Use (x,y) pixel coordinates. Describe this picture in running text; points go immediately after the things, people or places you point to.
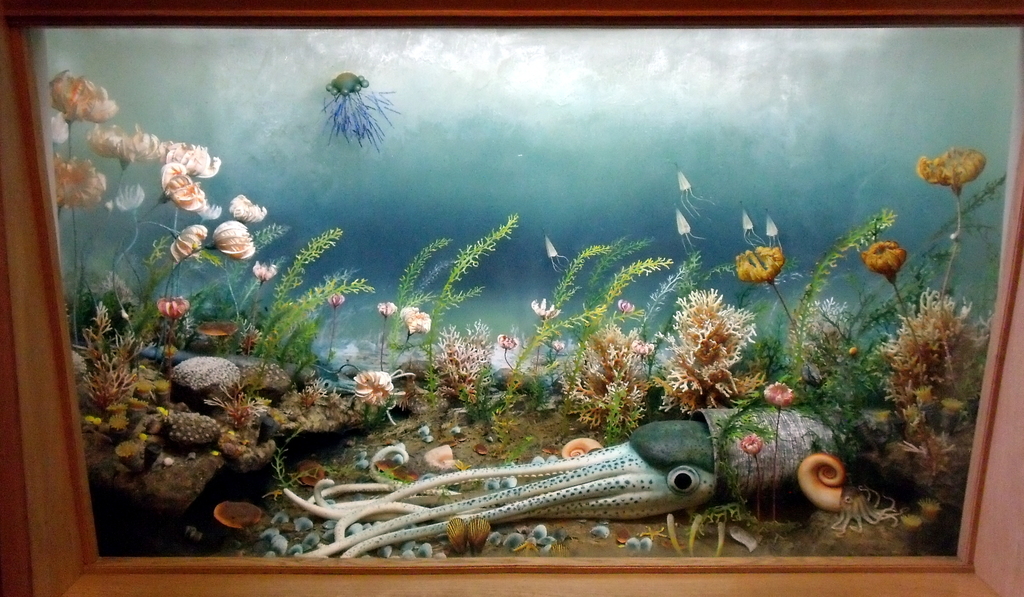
In the picture I can see the photo frame (46,315). In the photo frame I can see the underwater environment (438,130) as I can see the plants (263,269), rocks (184,393) and an octopus (654,438) in the water (530,303).
